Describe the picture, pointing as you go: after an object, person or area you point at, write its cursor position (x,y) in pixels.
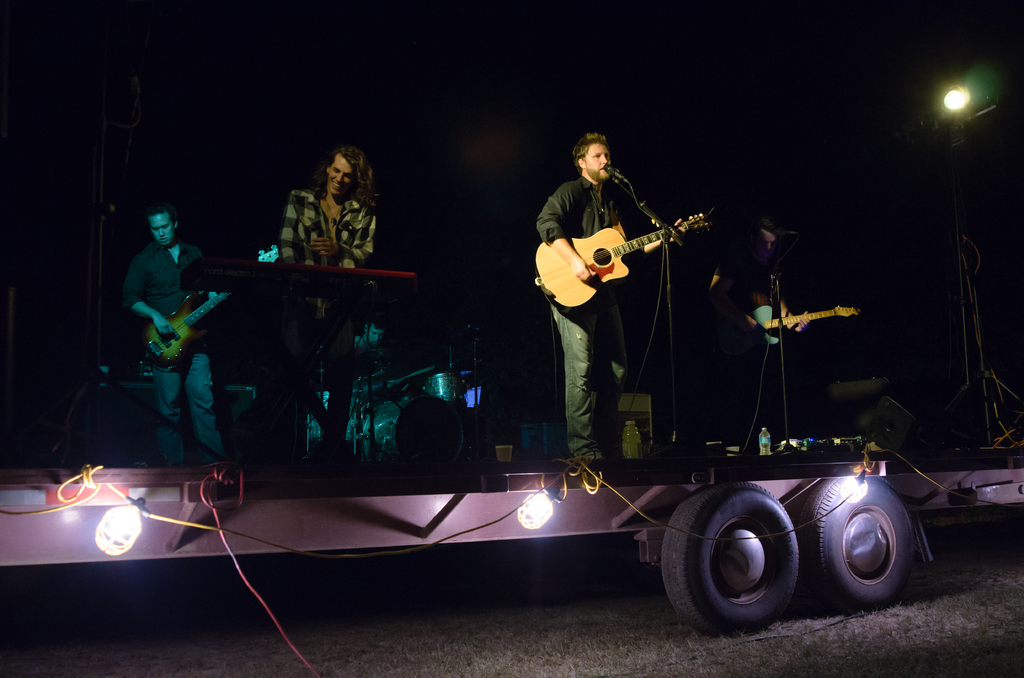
This image is clicked in a musical concert. There is a light (964,109) on the top right corner (948,111) and there are people (717,350) on the stage (611,468) who are playing musical instruments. There are tyres (783,517) in the bottom (694,555) and there are lights (100,541) in the bottom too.
